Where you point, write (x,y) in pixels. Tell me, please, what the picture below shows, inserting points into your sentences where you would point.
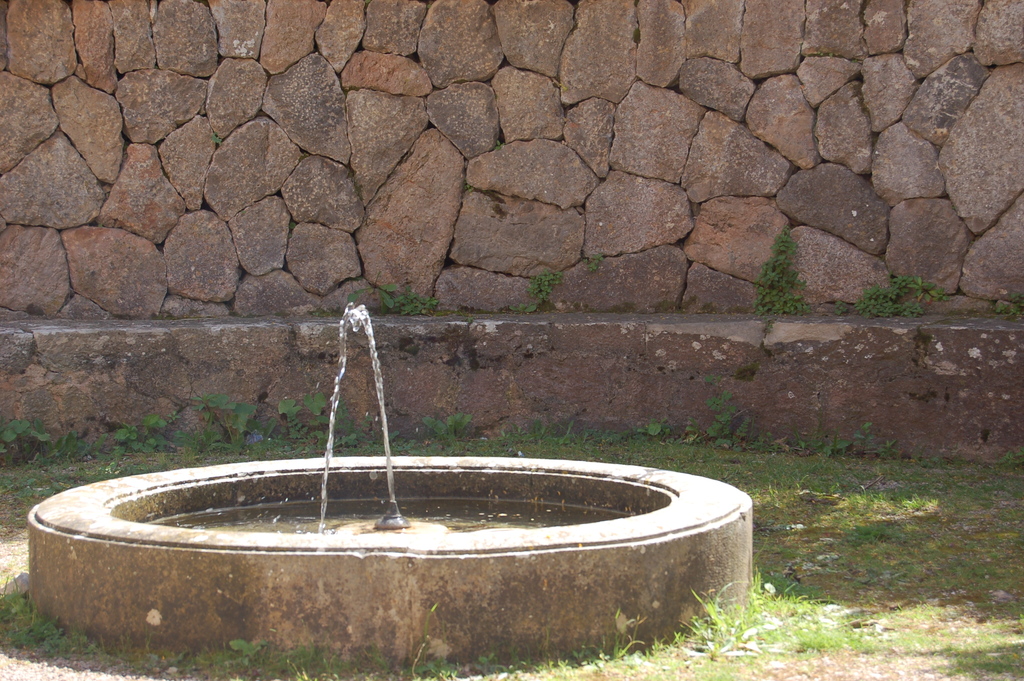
In this picture there is a wall (929,172) and there are plants (562,452). In the foreground (493,505) it looks like a fountain (410,510) and there is water (457,518). At the bottom (845,523) there are plants (845,523) and there is ground (847,546).
